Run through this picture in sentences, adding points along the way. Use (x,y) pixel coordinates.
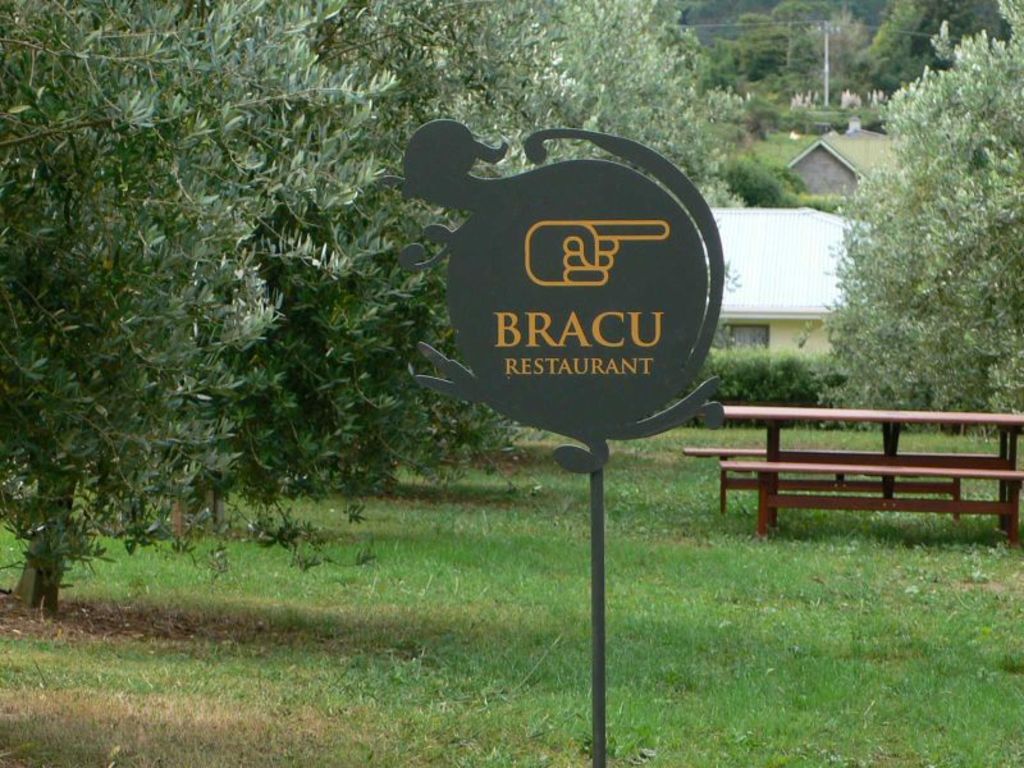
In this image, I can see a board (586,457) to a pole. On the right side of the image (890,502), I can see a picnic table (835,504) on the grass (817,534). In the background (795,309), there are houses (815,326), trees (802,78) and a pole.
